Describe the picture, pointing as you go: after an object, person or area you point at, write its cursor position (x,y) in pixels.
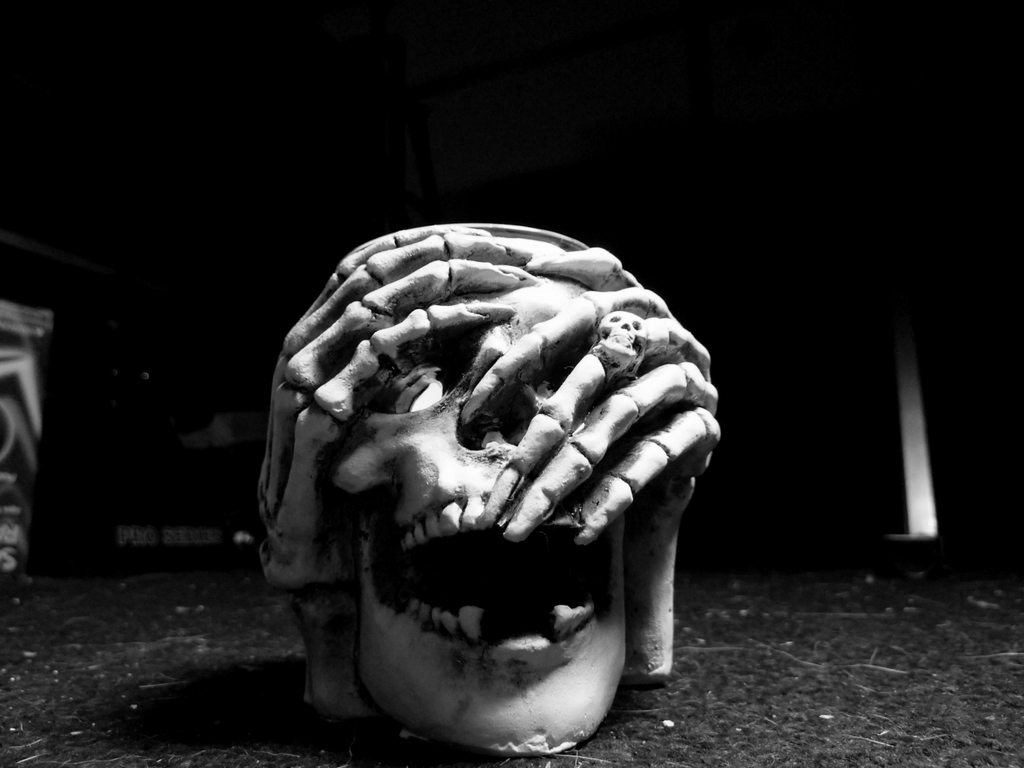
In this image I can see a skull (396,442) in white and black color. Background (984,124) is in black color.
